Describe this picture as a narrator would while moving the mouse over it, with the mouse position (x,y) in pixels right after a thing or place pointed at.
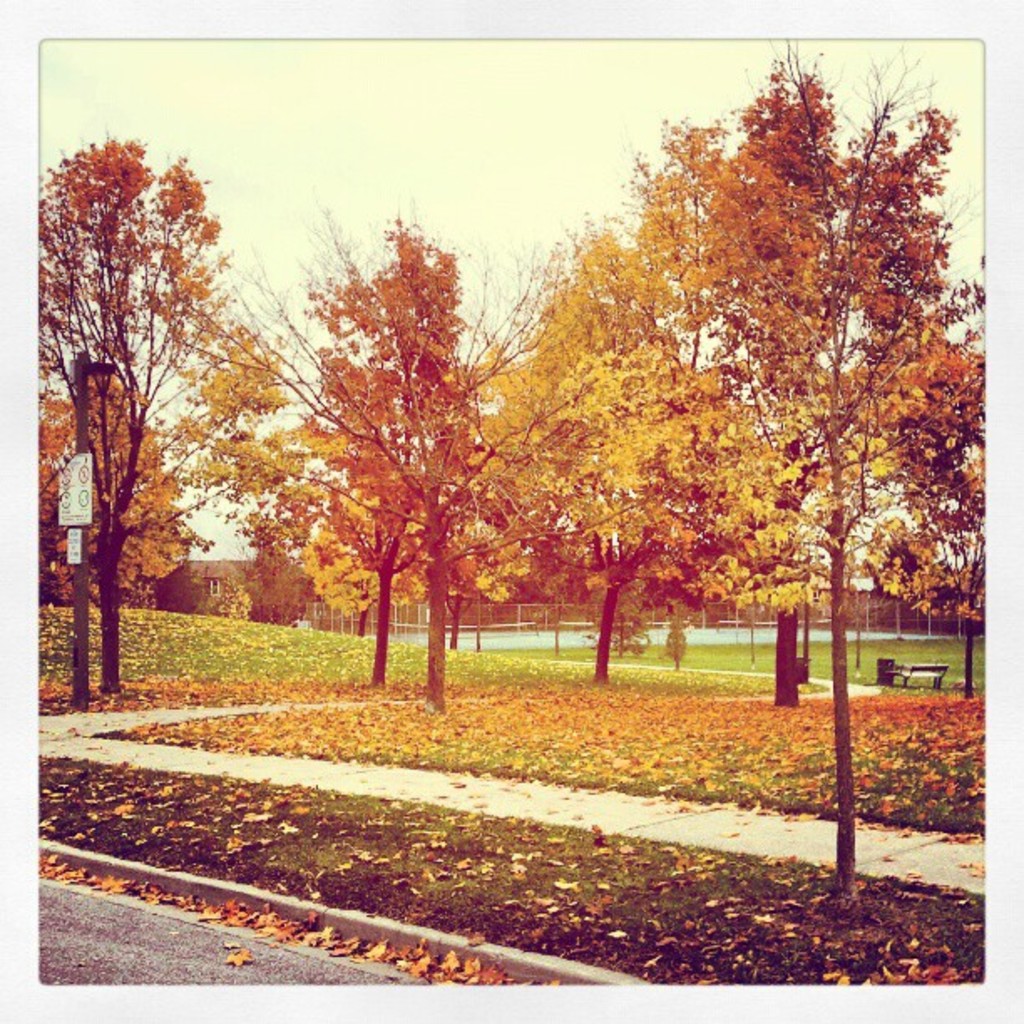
There are trees (784,602), grassland (544,750) and a pole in the foreground area of the image (516,698), it seems like houses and boundaries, a bench (926,681) and the sky (883,488) in the background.
